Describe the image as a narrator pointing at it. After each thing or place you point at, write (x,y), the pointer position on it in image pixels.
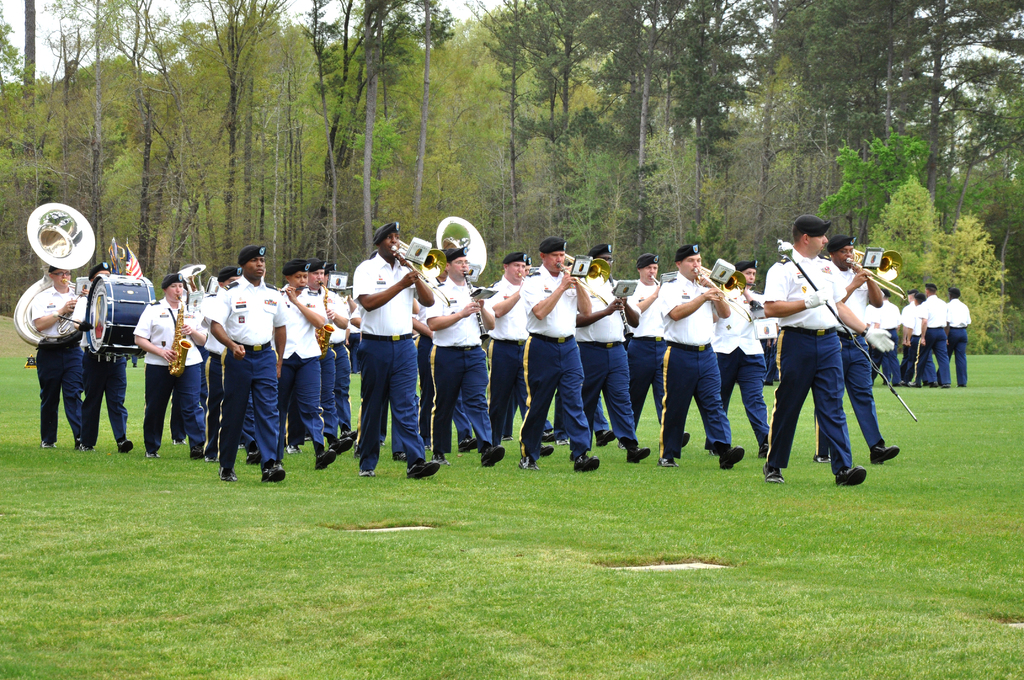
This image is taken outdoors. At the bottom of the image (149,552) there is a ground (360,514) with grass (933,450) on it. In the background (197,148) there are many trees (788,157). At the top of the image (16,31) there is a sky (55,44). In the middle of the image (491,423) a few people (406,291) are walking on the ground (342,460) and playing music with musical instruments (119,321). On the left side of the image (122,305) a man (92,383) is playing drums (135,316). On the right side of the image (913,353) a few people (925,344) are standing on the ground (92,625).
